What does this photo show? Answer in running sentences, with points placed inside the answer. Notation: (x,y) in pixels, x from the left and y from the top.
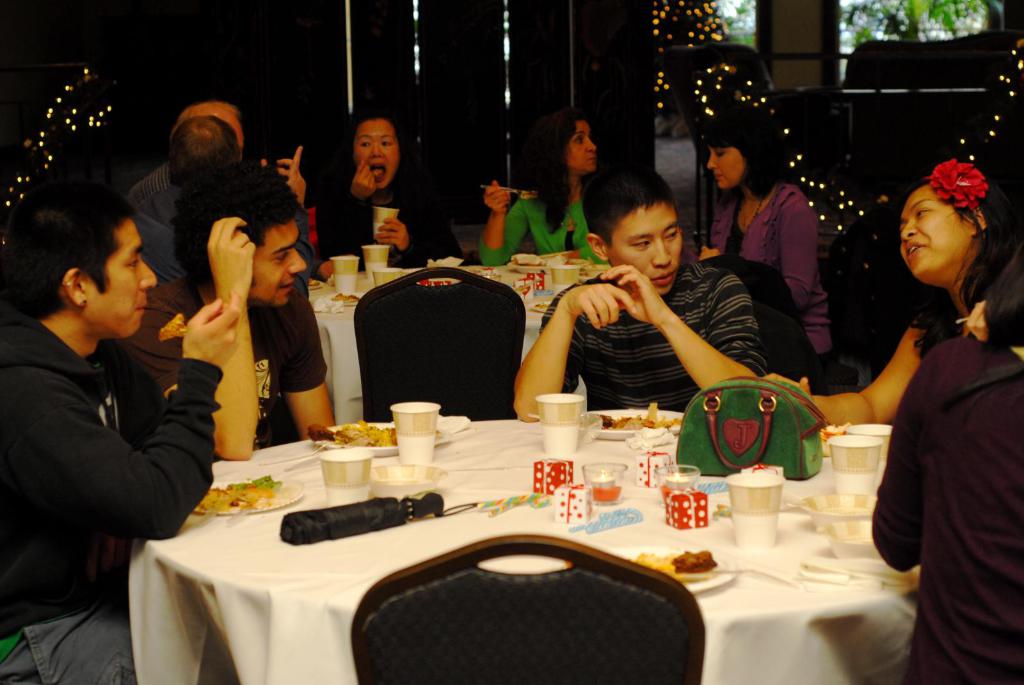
In this image i can see a group of people (529,391) who are sitting on a chair (477,555) in front of a table (635,479). On the table (498,518) we have some other objects (587,502) on it.
